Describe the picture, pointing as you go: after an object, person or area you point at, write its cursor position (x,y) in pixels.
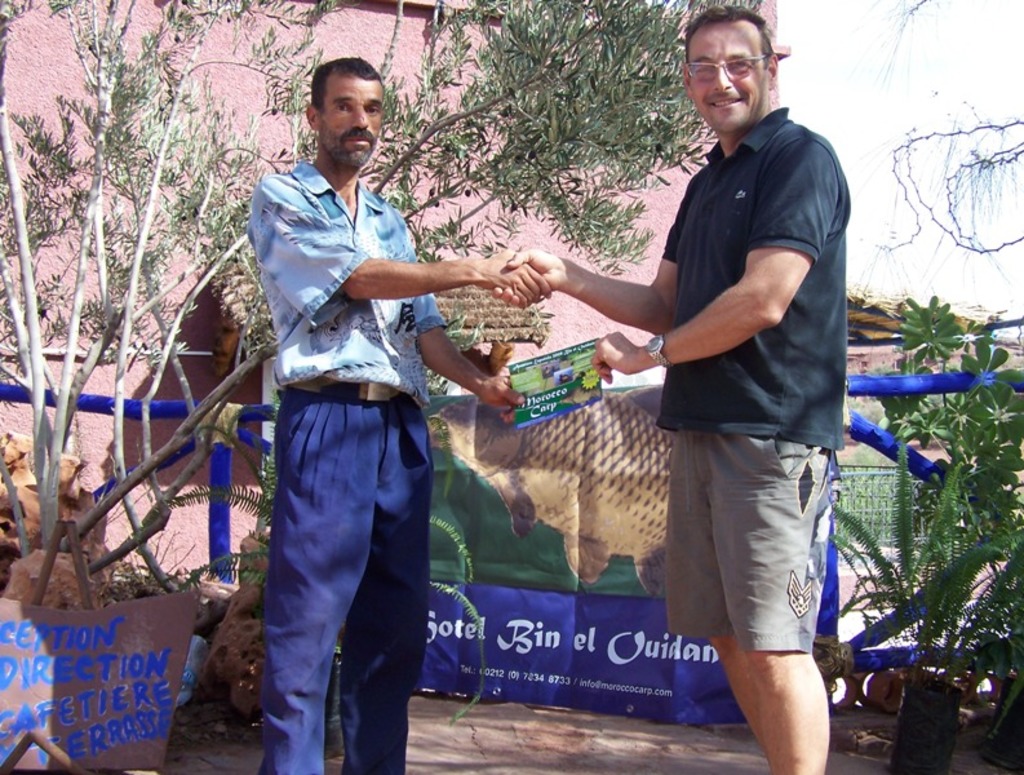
In this picture we can see two men (310,574) shaking hands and holding a paper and standing on the ground (549,738), banners (610,442), plants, fence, wall (206,531), hut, trees (178,432) and in the background (925,38) we can see the sky (879,156).
